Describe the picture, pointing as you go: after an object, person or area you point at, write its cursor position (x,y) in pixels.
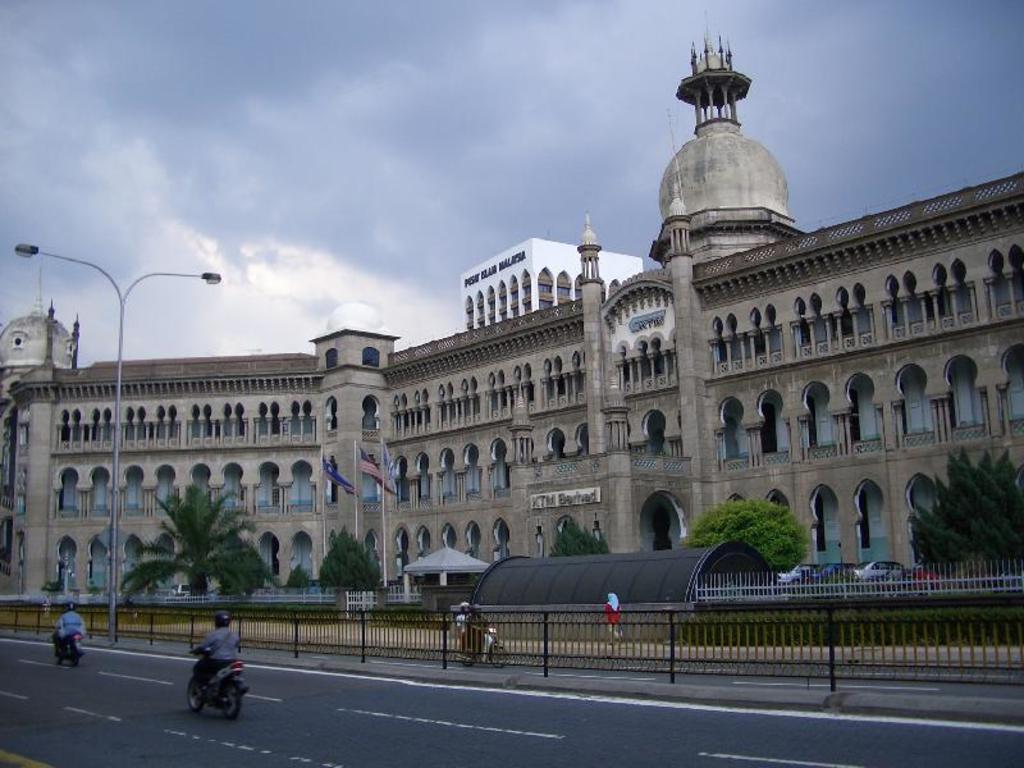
In the picture I can see motorbikes (58,644) are moving on the road (565,742), I can see a person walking on the sidewalk (638,643), I can see road barriers (184,607), light poles (117,583), trees (768,544), flags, stone building (457,466) and the cloudy sky (14,81) in the background (426,351).
